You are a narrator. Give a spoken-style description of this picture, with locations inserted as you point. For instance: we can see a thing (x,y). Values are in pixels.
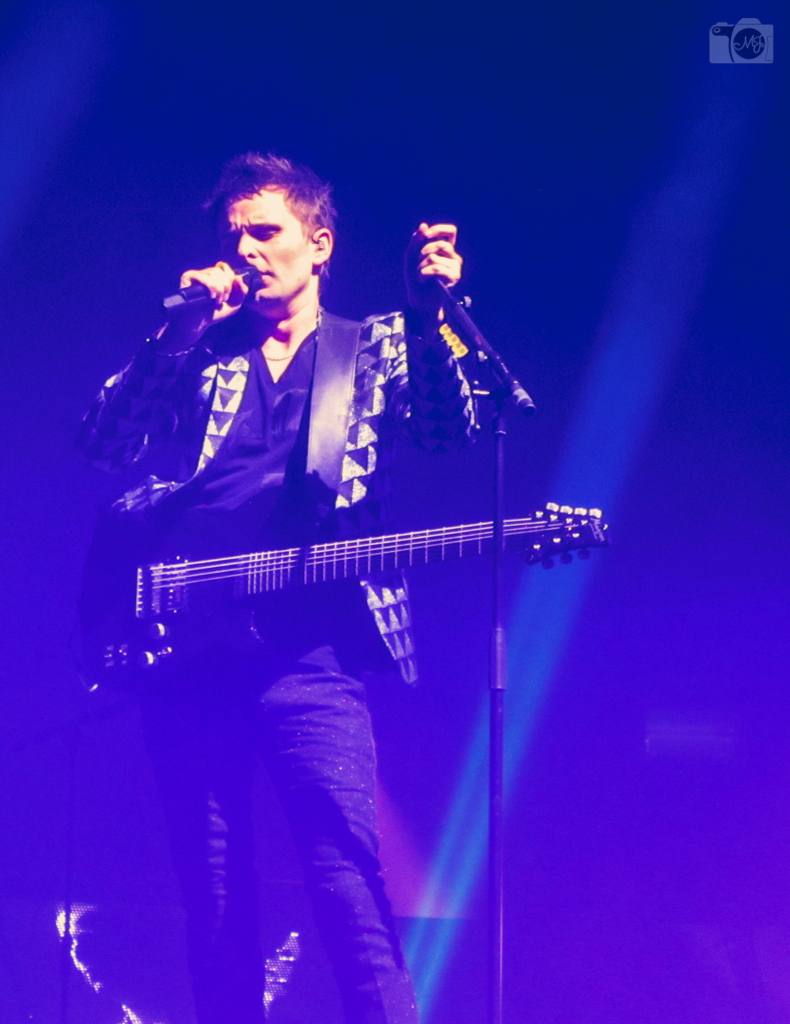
There is a man (283,455) singing a song by using a mike (186,304). He is holding guitar (223,571). This is a mike (492,359) with a mike stand (491,680). This looks like he is doing a stage performance.
